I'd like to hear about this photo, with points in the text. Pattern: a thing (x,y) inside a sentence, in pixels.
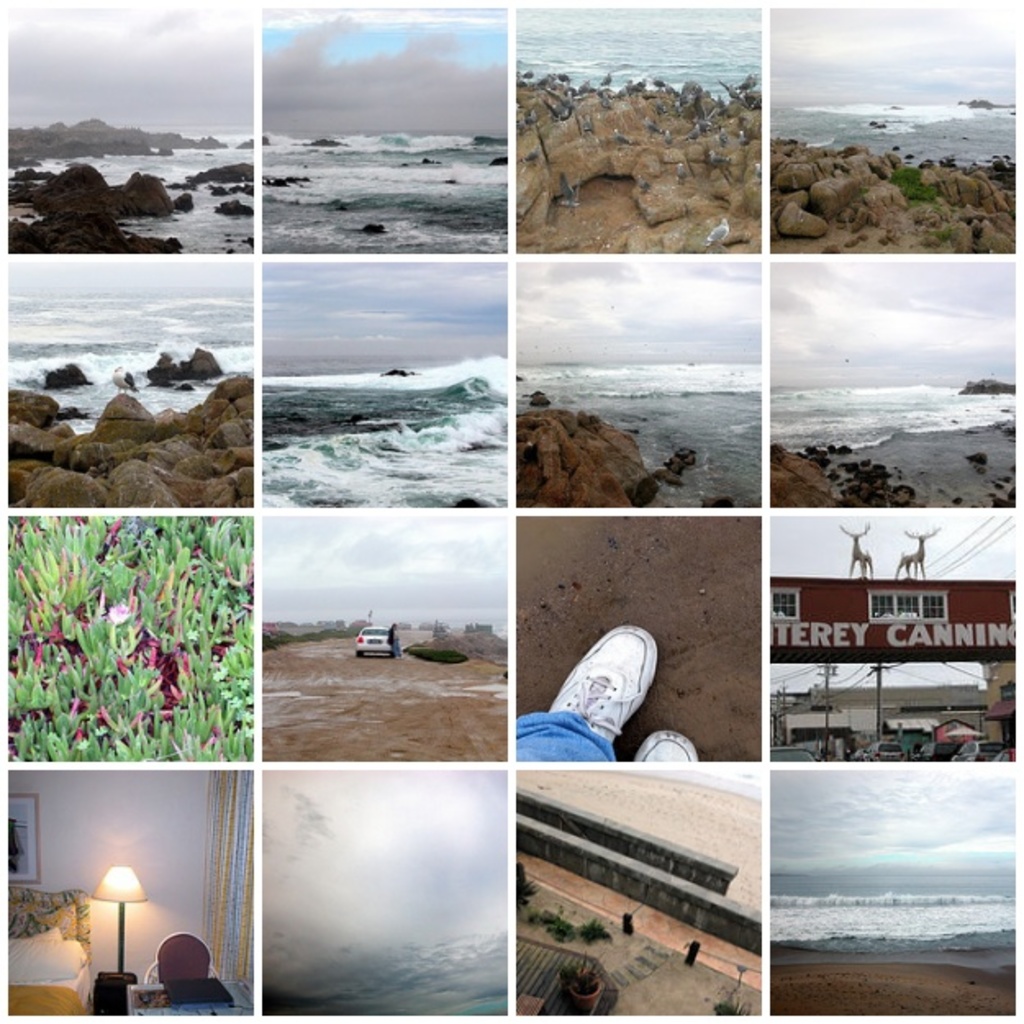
In this image I can see the collage picture and I can see the water (464,375), few rocks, plants (107,569) in green color and I can also see the person's legs (567,719), shoes (622,685) in white color and I can also see the lamp (131,874), the frame (37,822) attached to the wall (141,826) and the wall (121,815) is in white color.
